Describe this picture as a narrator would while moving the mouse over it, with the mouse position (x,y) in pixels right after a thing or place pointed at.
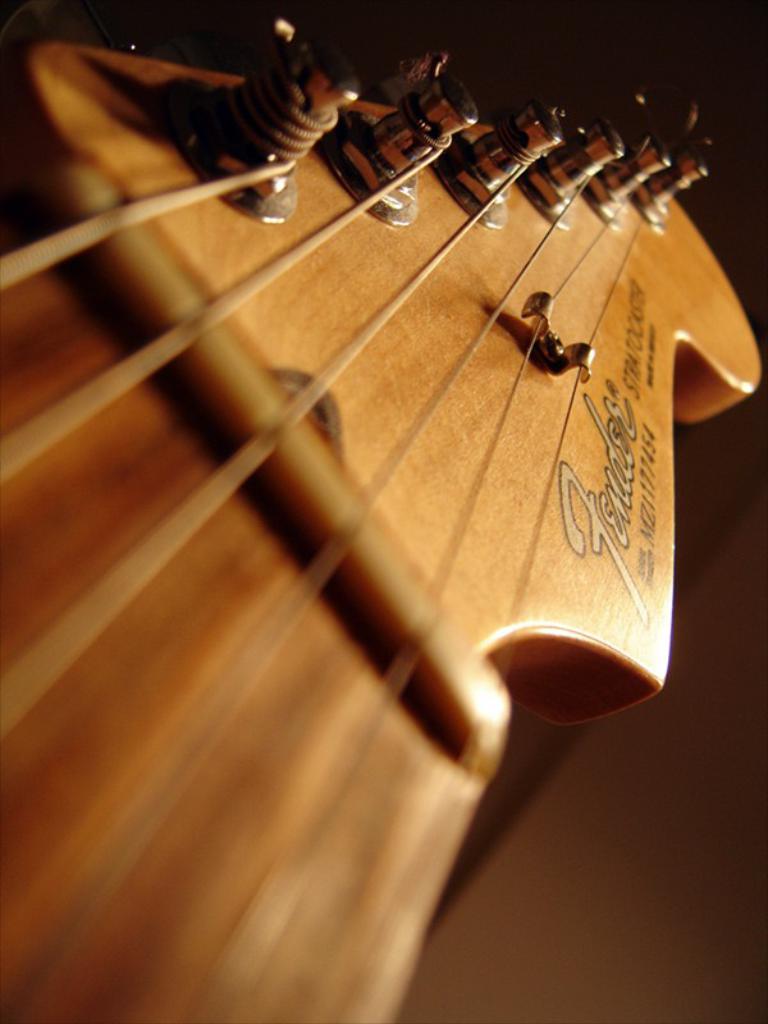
These are strings (571,406) of a guitar (407,345) and the guitar (407,345) is brown in color.
